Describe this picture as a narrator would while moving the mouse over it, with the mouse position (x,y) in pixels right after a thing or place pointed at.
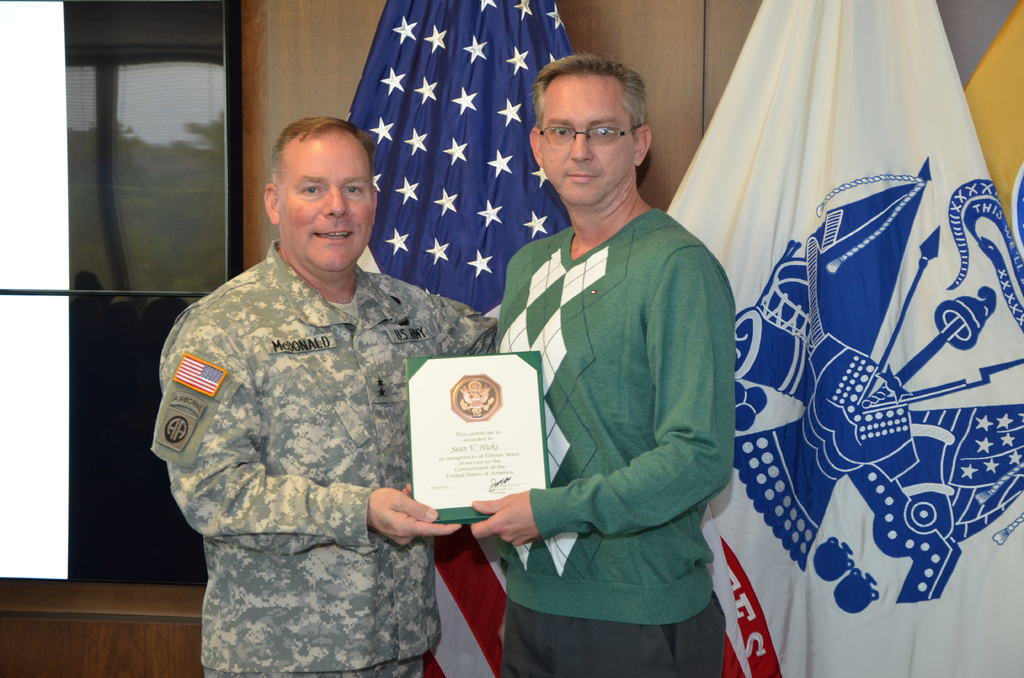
There are two persons (625,210) holding a frame (450,412) with one hand (513,517) and standing on a floor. In the background (830,119), there are three flags (809,104) near a wall (344,30).
